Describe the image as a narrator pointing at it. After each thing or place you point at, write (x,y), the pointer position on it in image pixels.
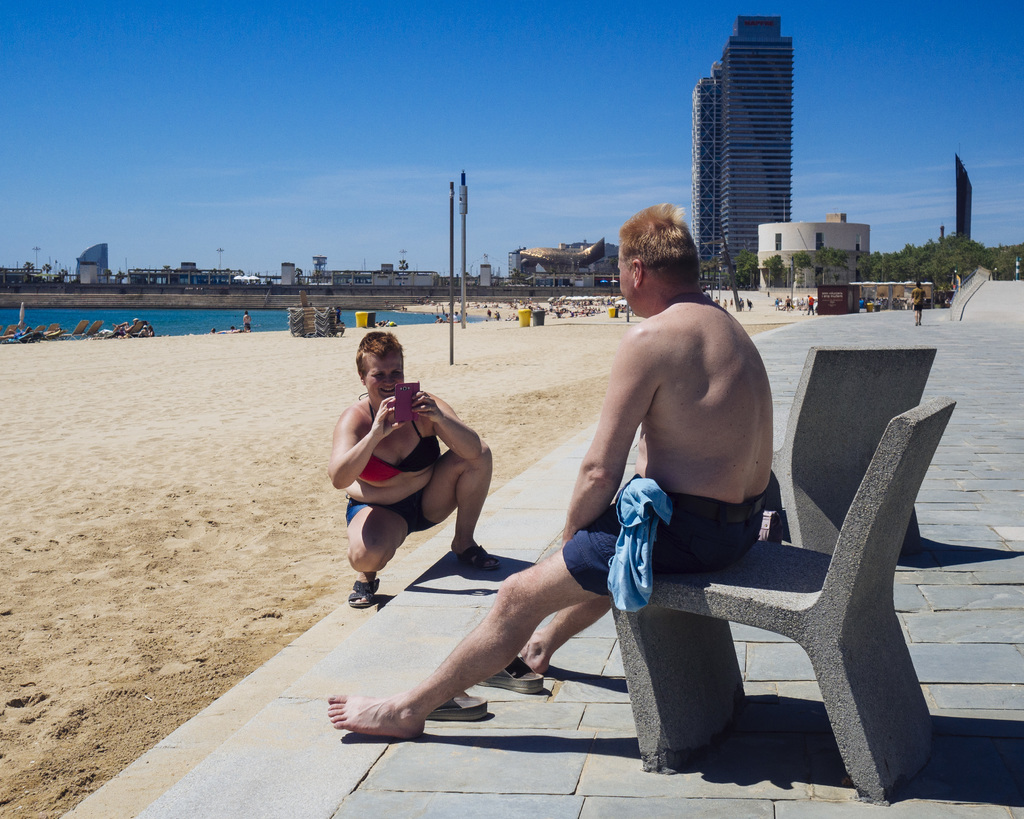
In the foreground (567,603) I can see a person (606,590) is sitting on a bench (707,580) and one person (472,541) is clicking a photo from the mobile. In the background (837,288) I can see a crowd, fence (562,290), light poles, trees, buildings (893,293), water (222,316), chairs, beds (302,320), boxes (520,321), towers (963,204), bridge (240,286) and the sky (470,249). This image is taken may be on the sandy beach (421,373).
